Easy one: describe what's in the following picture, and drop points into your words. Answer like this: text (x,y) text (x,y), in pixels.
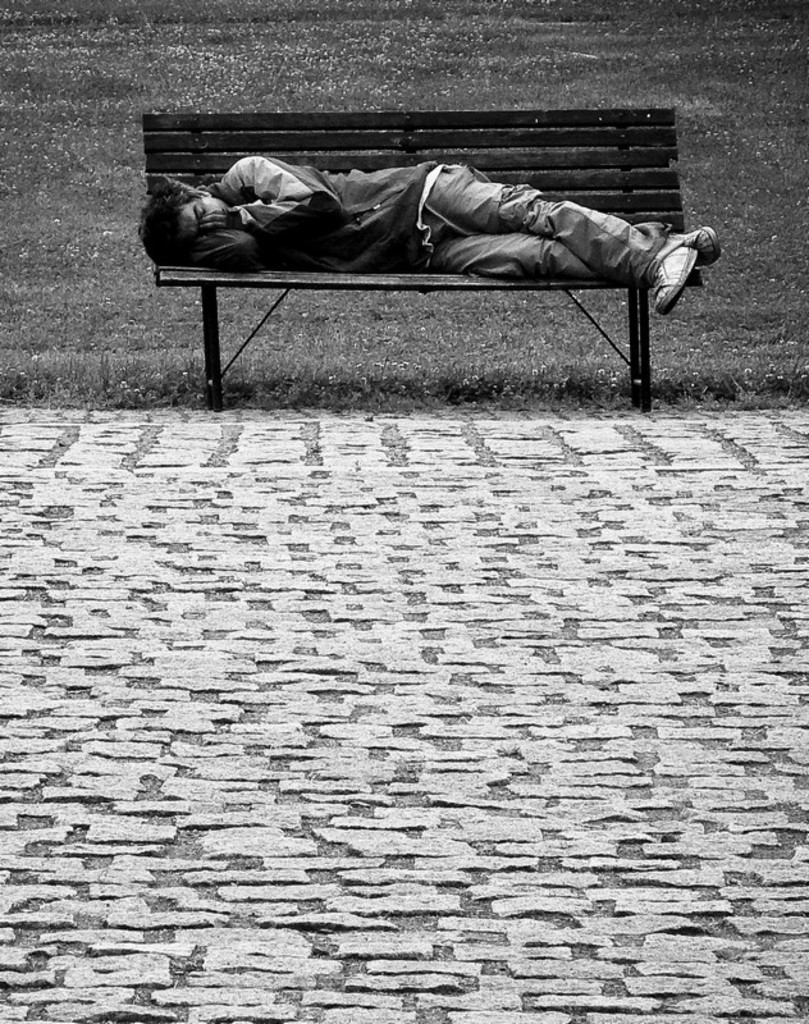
In this image I see a person (480,187) who is lying on this bench (633,332) and I see the grass (212,75) and a path (62,422) over here.
